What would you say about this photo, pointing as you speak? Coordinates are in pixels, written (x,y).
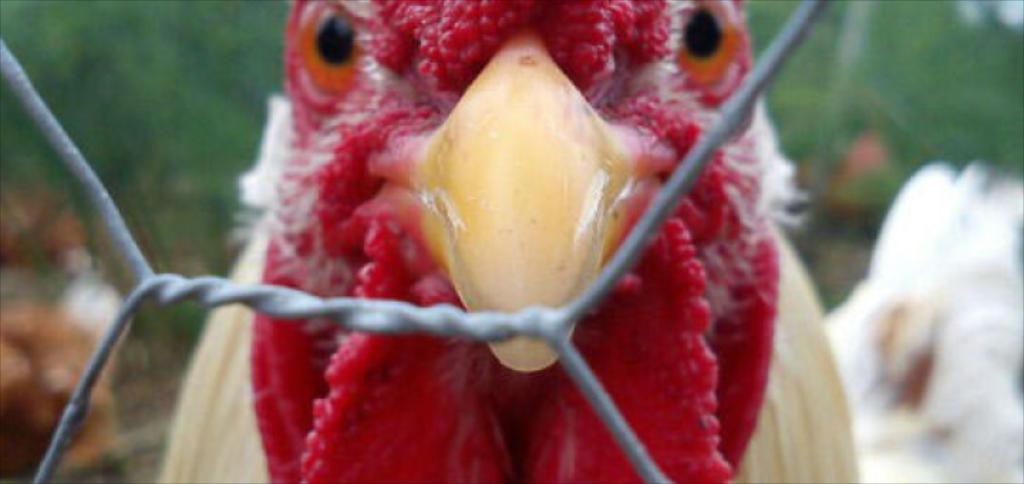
In this image we can see a hen (669,433) and a wire (773,62). There is a blur background (23,39).
